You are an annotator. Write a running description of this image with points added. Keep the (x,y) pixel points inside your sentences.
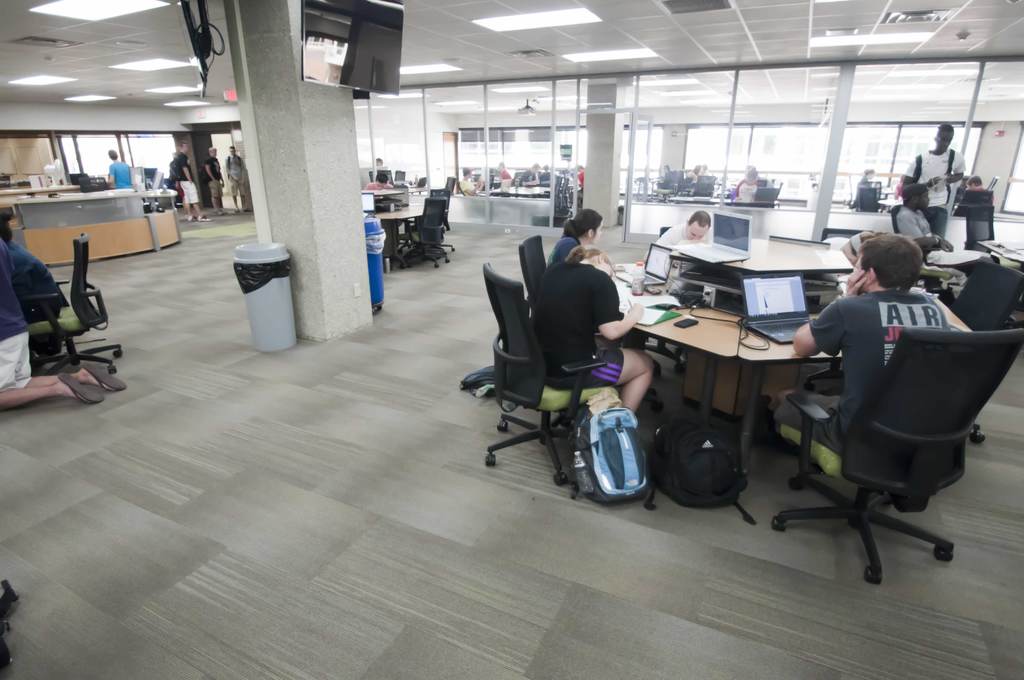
In this image I see number of people (19,349) who are sitting on chairs (443,231) and few of them are standing. I can also see that there are tables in front of them on which there are laptops (732,219) and other few things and I can also see televisions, dustbins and lights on the ceiling (13,18).
